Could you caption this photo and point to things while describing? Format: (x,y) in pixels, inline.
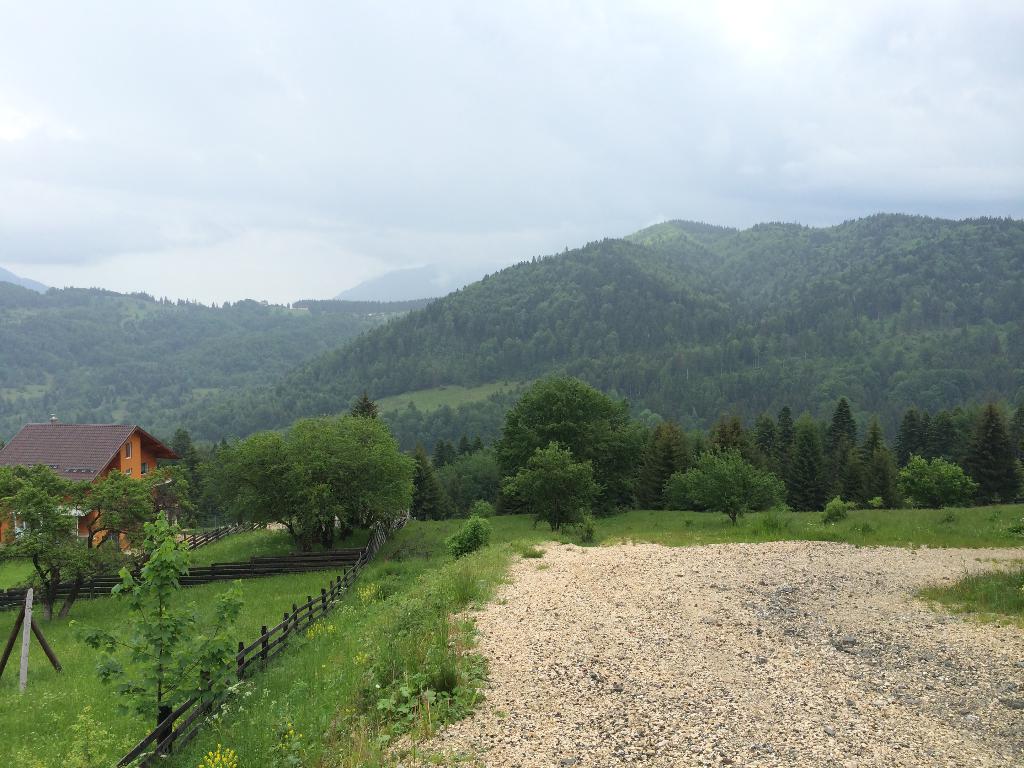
In this image in the front (312,697) there is grass (321,678) on the ground (262,689) and there is a wooden fence (239,647). In the center (386,498) there are trees (285,497), there is a house (104,468) and in the background (314,311) there are mountains (631,293), trees (269,312) and the sky (440,77) is cloudy.
